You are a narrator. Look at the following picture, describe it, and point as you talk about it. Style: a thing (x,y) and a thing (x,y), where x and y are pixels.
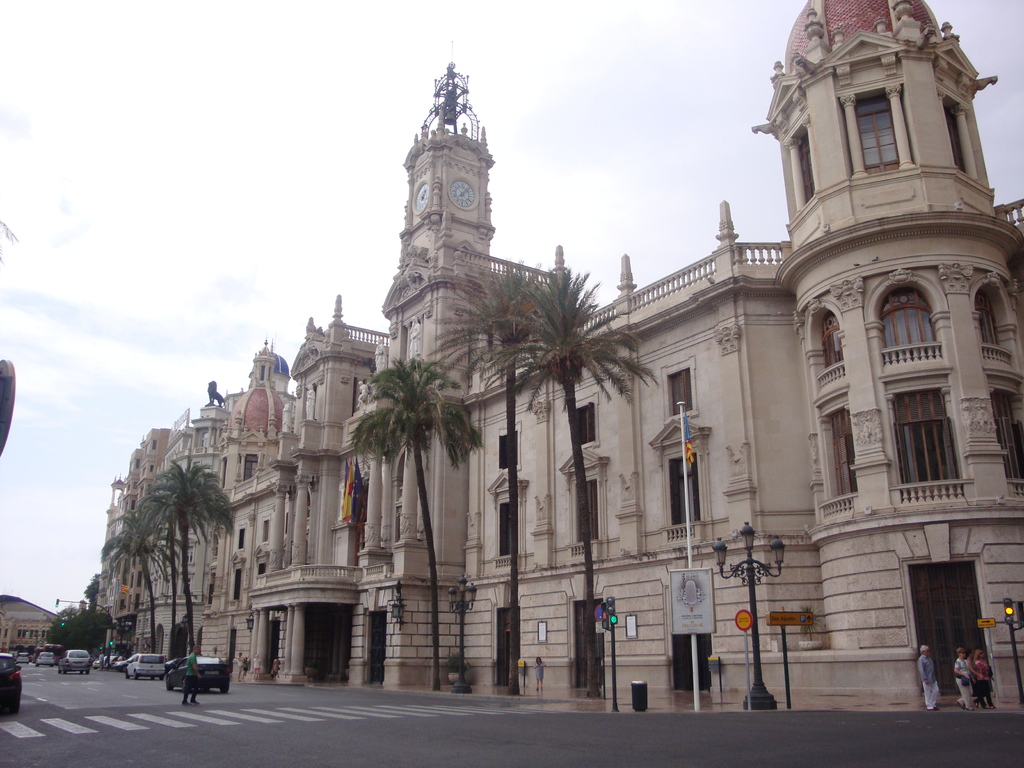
In this image we can see buildings (526,560), vehicles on the road (180,755), there are light poles (747,563), traffic lights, boards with text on them, there is a dustbin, there are a few people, also we can see trees (86,633), and the sky (358,189).
